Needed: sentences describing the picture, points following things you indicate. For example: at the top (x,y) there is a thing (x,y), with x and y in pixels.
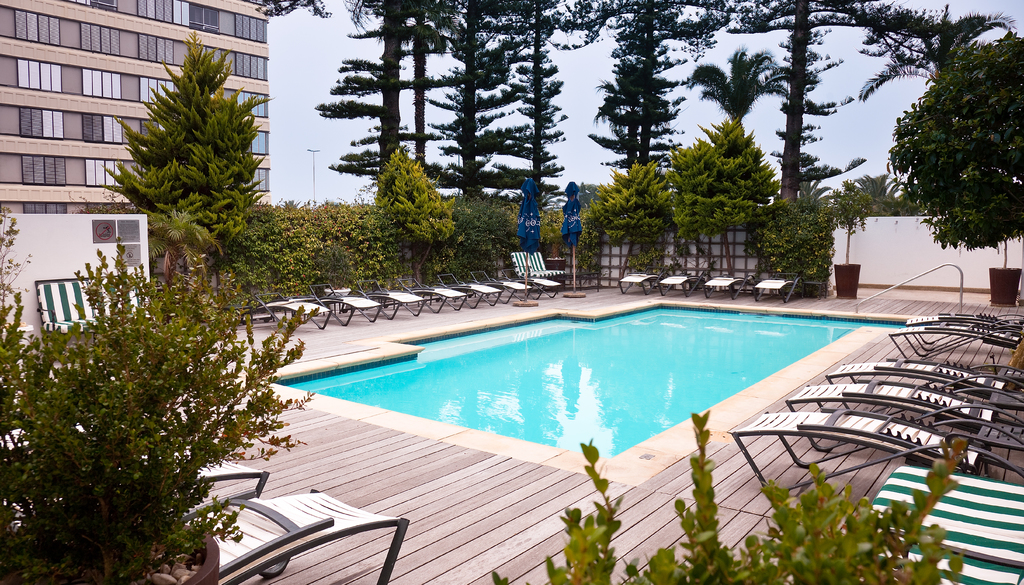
In this image I can see the swimming pool (552,383). To the side of the pool (556,354) I can see the deck beds (893,427), many trees (423,261) and the umbrellas (527,234). In the background (662,93) I can see the building (177,61), few more trees (213,99) and the sky (372,127).
